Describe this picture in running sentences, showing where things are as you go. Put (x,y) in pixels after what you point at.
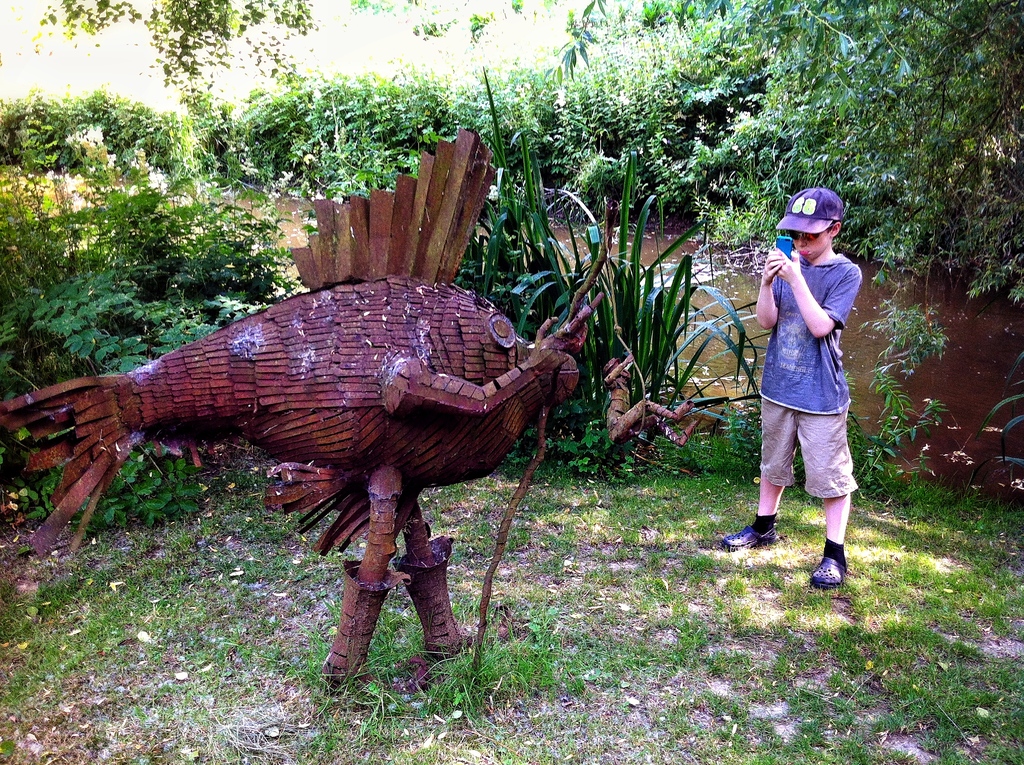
There is a fish statue (497,340) standing on the grass (448,678) on the ground (375,674). On the right side (822,310), there is a boy (821,192) in violet color t-shirt (855,288) holding a mobile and capturing this statue (399,346). In the background (558,280), there are plants (80,230), some of them are having flowers (120,186), there is a lake (1023,477) and there are trees (1015,140).
